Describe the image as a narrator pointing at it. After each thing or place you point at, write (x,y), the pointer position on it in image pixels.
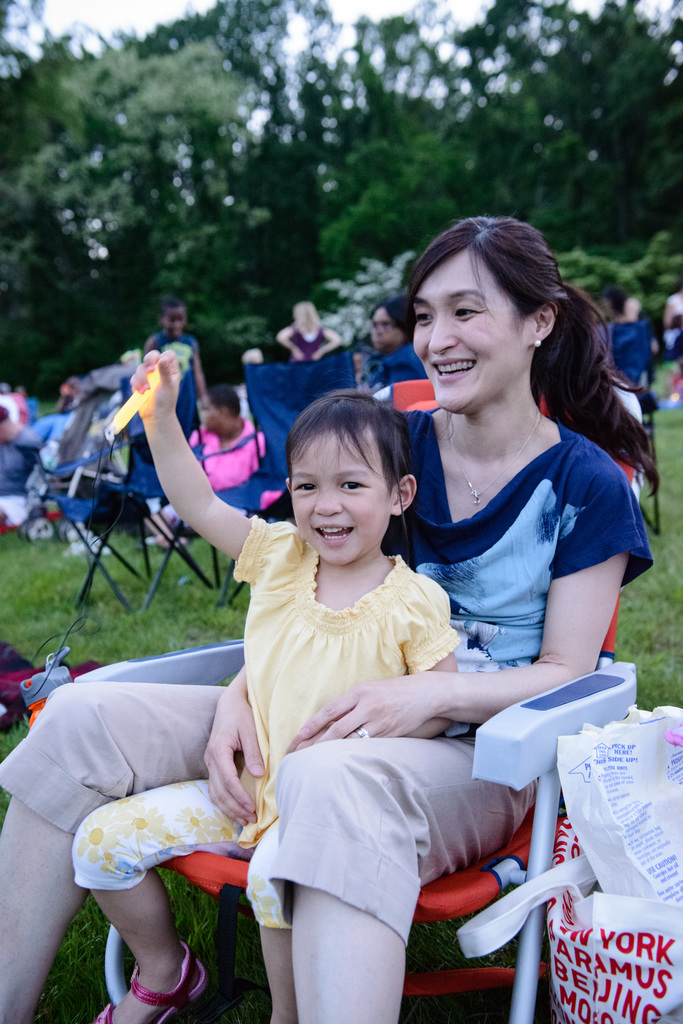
In the center of the image (378,472) a group of people (293,570) are sitting on a chair (265,378). On the right side of the image (632,776) we can see bag (656,854), cover (652,782), grass (665,564) are present. On the left side of the image (62,671) a bottle (51,685) is there. In the background of the image (267,222) trees (292,194) are present. At the top of the image (128,7) sky (137,7) is there.
